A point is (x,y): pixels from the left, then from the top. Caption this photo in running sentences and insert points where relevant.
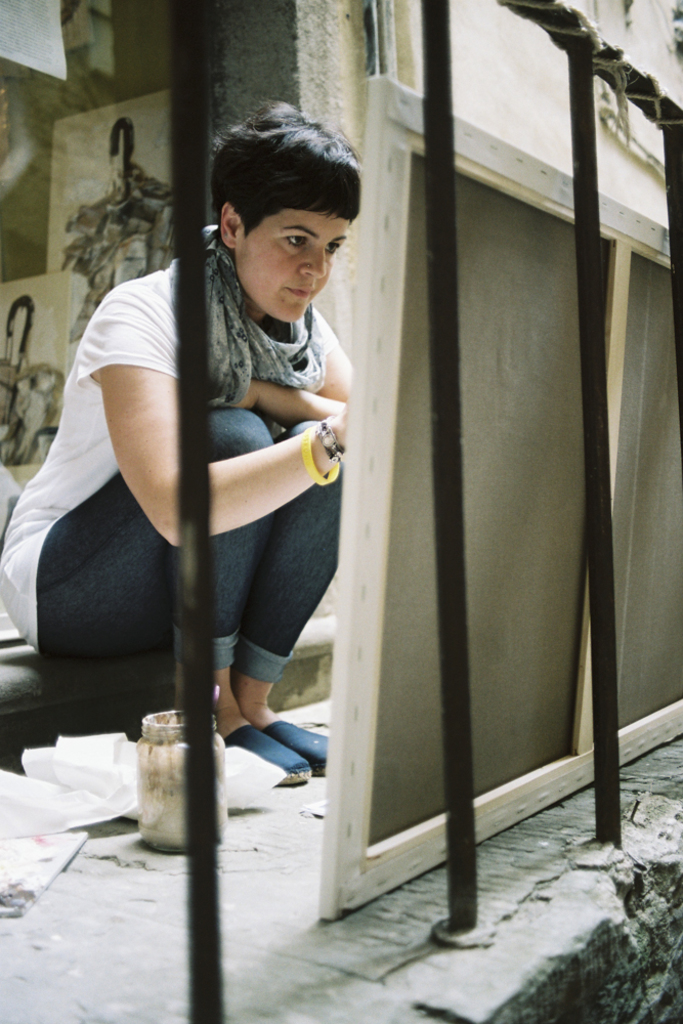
In this image we can see a fence (204,672). Behind the fence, we can see a woman (230,534), bottle (142,794), boards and a wall (483,100). We can see posters (102,201) on the wall (307,45). It seems like papers (84,811) on the left side of the image (40,799).
